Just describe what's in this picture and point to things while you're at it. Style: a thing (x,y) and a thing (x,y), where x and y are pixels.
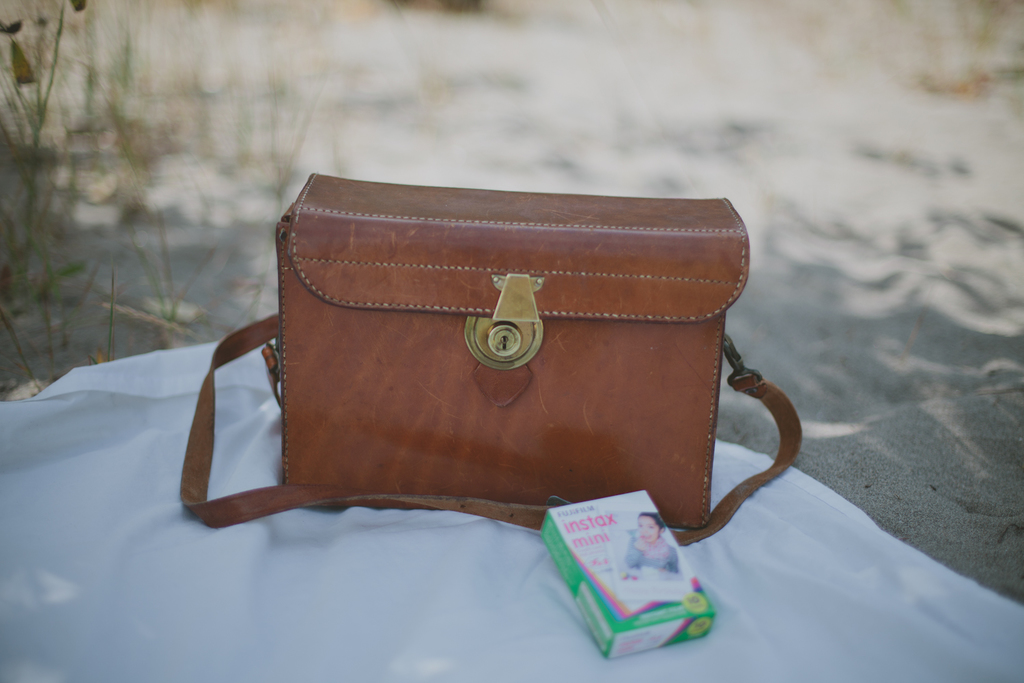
In this picture we can see bag (331,297) with lock (505,294) to it and in front of this there is film box (578,604) and this two are placed on a white color cloth (282,566) on floor (350,132) and in background (209,89) we can see sand (73,122) and grass (37,128).
